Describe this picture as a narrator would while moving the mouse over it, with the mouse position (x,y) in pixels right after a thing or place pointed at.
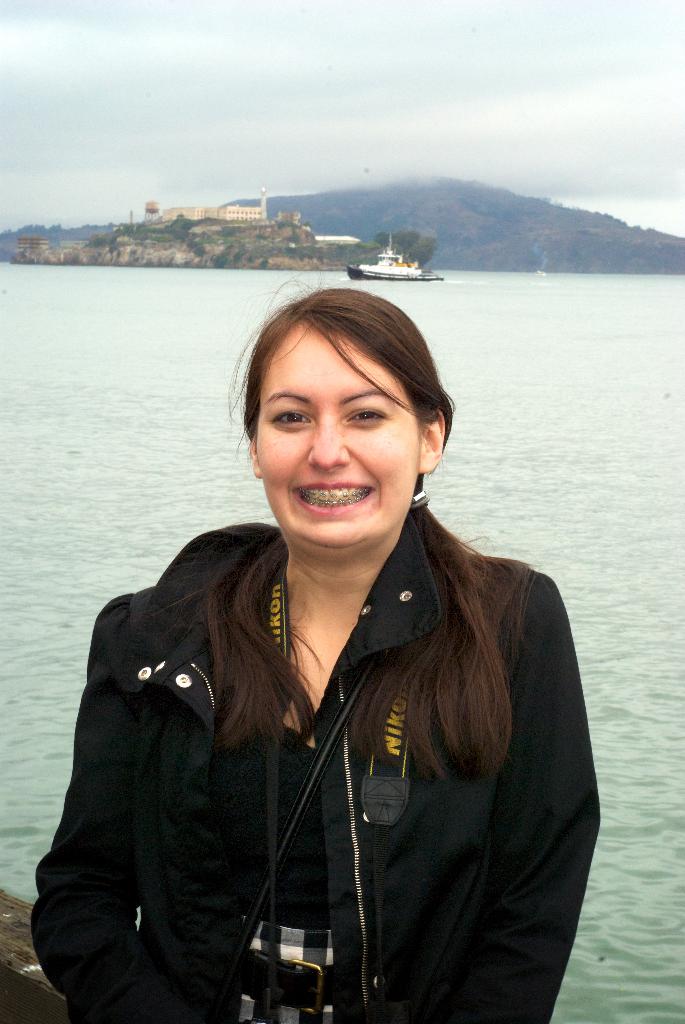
In this picture I can see a woman (349,457) standing, behind there is a ship (422,270) on the water surface (76,315).
